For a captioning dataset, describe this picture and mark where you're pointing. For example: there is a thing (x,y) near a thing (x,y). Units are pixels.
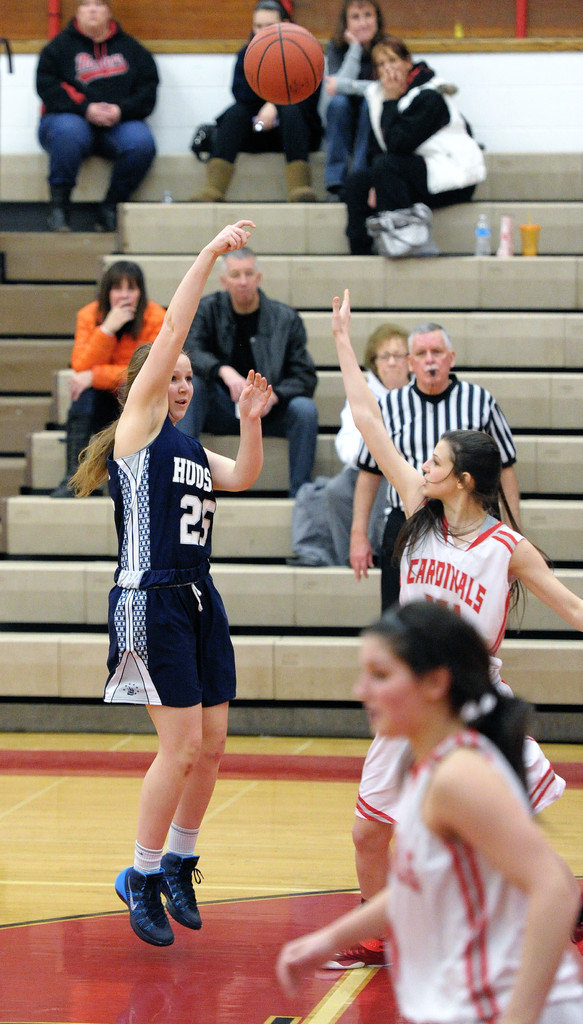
In the picture I can see a woman (182,506) wearing blue dress (198,519) is in the air and there are two women (442,721) in the right corner (444,778) and there is a ball (256,78) above them and there is a referee (427,380) behind them and there are few audience (369,38) sitting in the background (118,178).
